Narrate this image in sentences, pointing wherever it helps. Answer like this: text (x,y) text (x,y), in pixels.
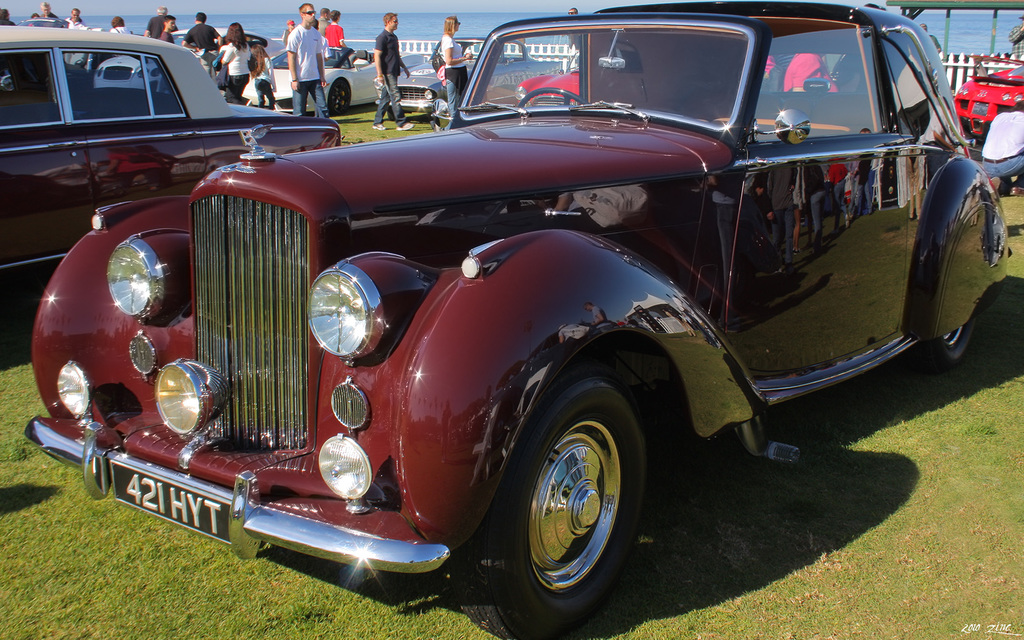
As we can see in the image there are different colors of cars (357,200), grass (94,536), group of people (317,88), fence (965,62) and in the background (425,35) there is water (532,14).
